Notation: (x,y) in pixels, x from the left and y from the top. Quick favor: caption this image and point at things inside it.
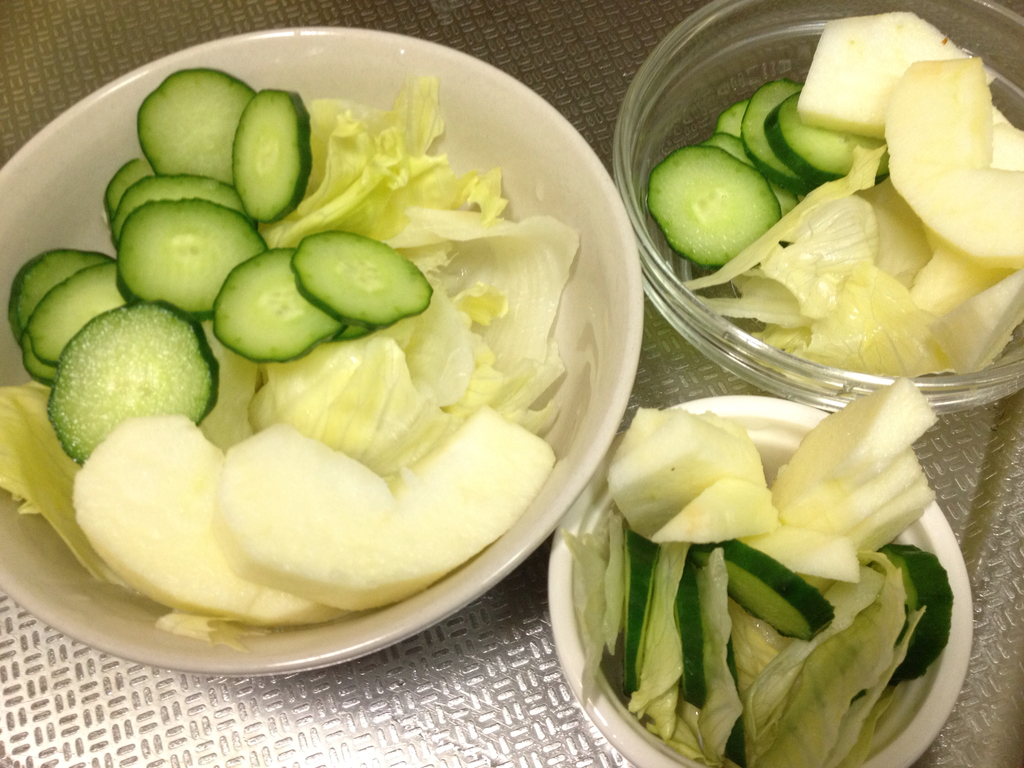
In this image I can see there are food items (395,377) in the bowls (611,457).
